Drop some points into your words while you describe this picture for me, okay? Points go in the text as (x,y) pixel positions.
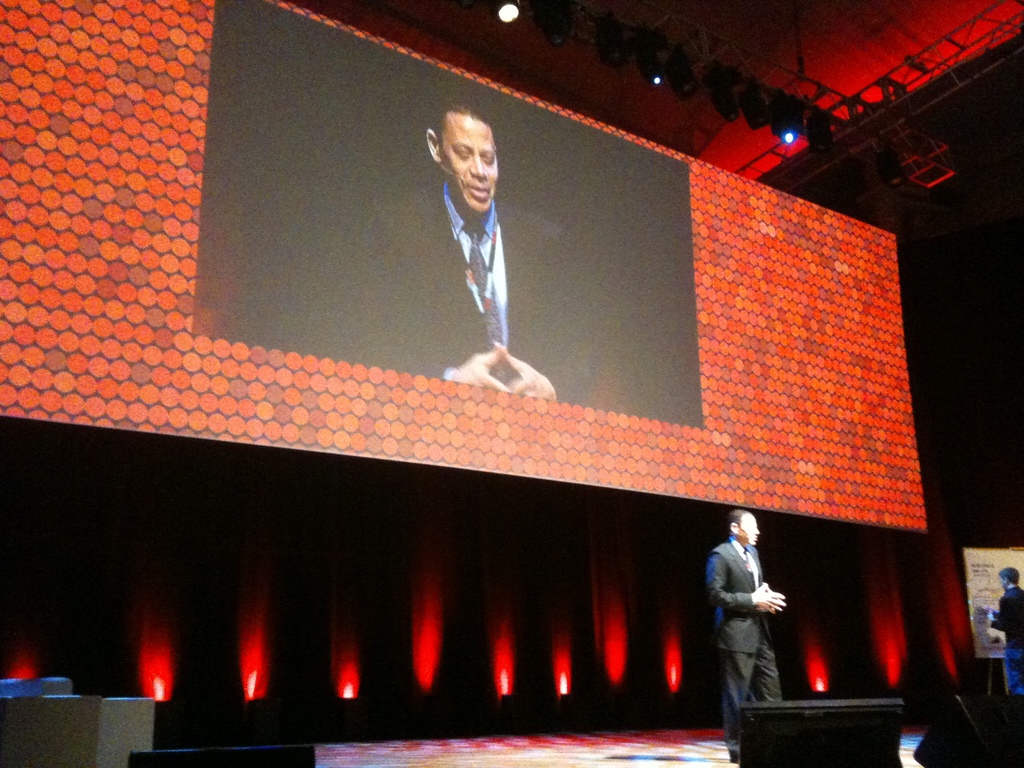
In this picture we can see two persons (1019,620) are standing, on the right side (977,600) there is a board (985,590), in the background (687,429) we can see a screen (515,282), we can see a person (530,261) on the screen (491,242), there are some lights (537,8) at the top of the picture (745,77).
